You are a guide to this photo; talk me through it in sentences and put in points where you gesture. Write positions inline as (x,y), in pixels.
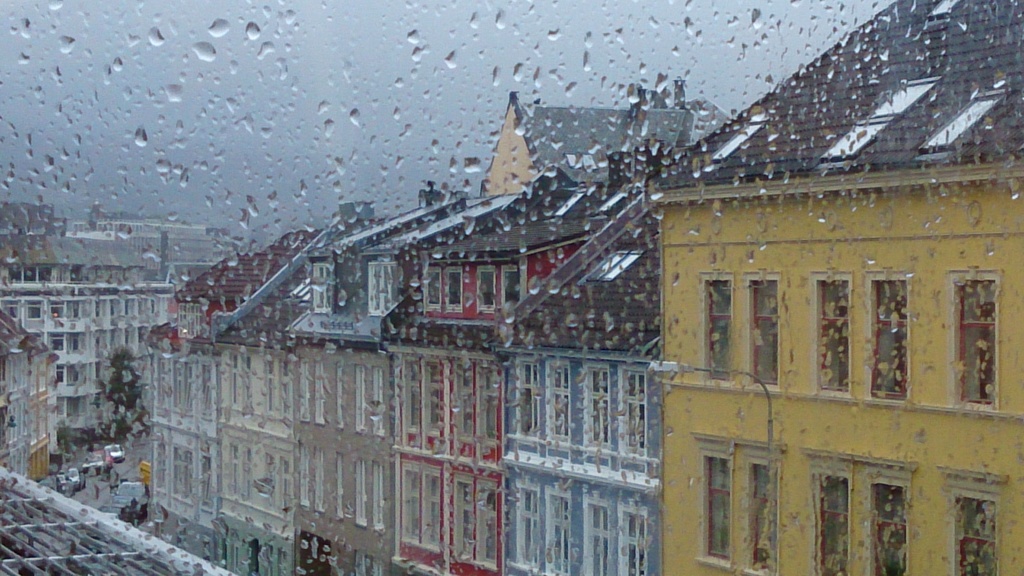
In the image we can see a glass (482,424), on the glass (627,456) there is water (633,24). Through the glass (155,103) we can see some buildings (157,461) and trees (110,395) and vehicles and sky (460,112).
